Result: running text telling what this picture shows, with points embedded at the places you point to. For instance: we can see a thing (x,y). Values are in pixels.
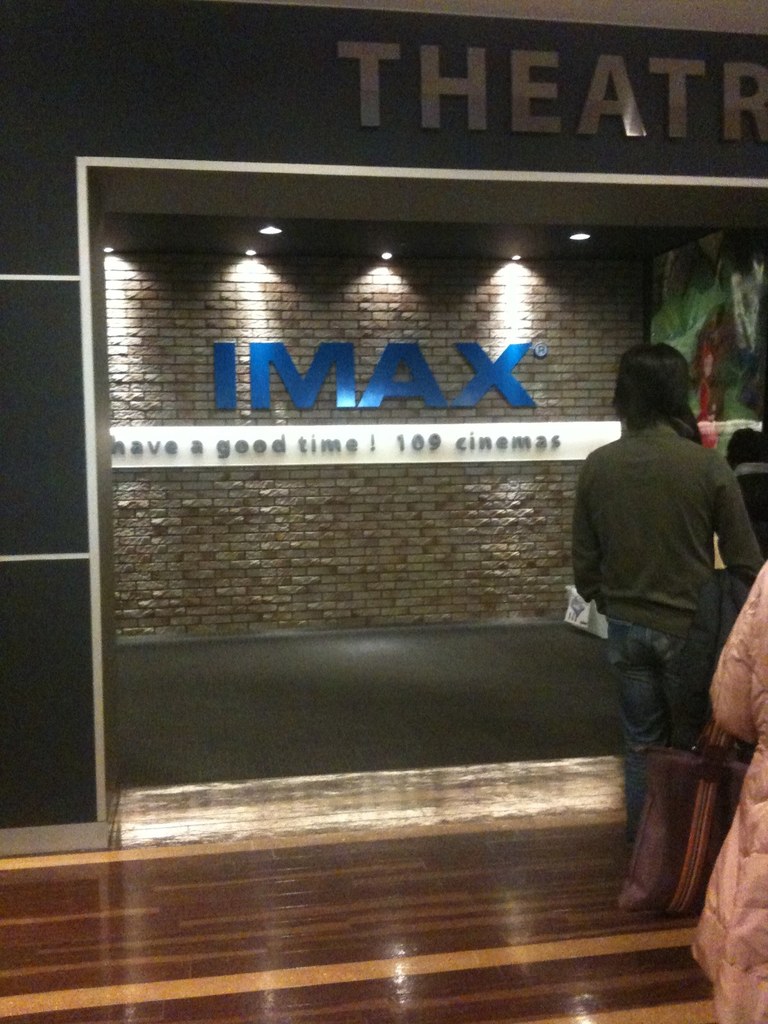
On the right side (765,795), we see a woman (732,688) is wearing the handbag (734,812). In front of her, we see a man (727,518) is standing. At the bottom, we see the wooden floor (310,937). In the background (138,622), we see the wall (217,576) which is made up of bricks (343,517) and we see some text (335,351) written on the wall (211,368). At the top (189,101), we see a board (305,107) in black color with some text (734,131) written on it.
